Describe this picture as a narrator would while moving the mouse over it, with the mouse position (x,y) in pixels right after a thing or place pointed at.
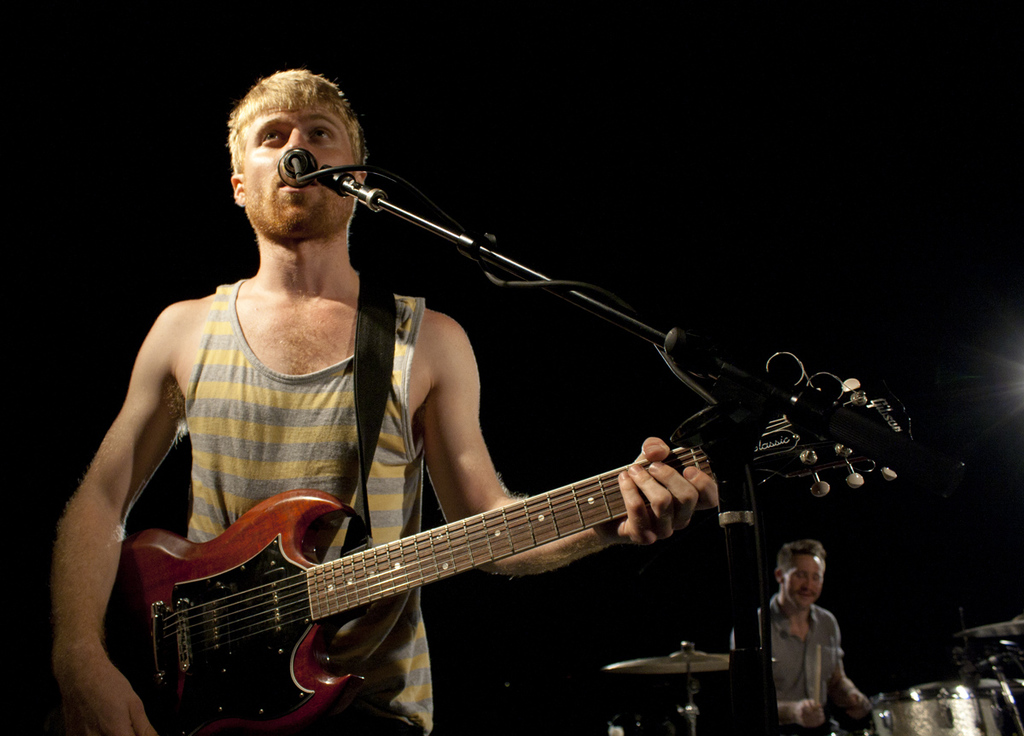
In this image on the left side (264,401) there is one person (303,312) who is standing and he is holding a guitar (315,533) in front of him there is one mike (284,172) it seems that he is singing on the right side (803,667) there is one man (800,647) who is sitting and he is holding a stick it seems that he is drumming in front of him there are drums (972,702).
